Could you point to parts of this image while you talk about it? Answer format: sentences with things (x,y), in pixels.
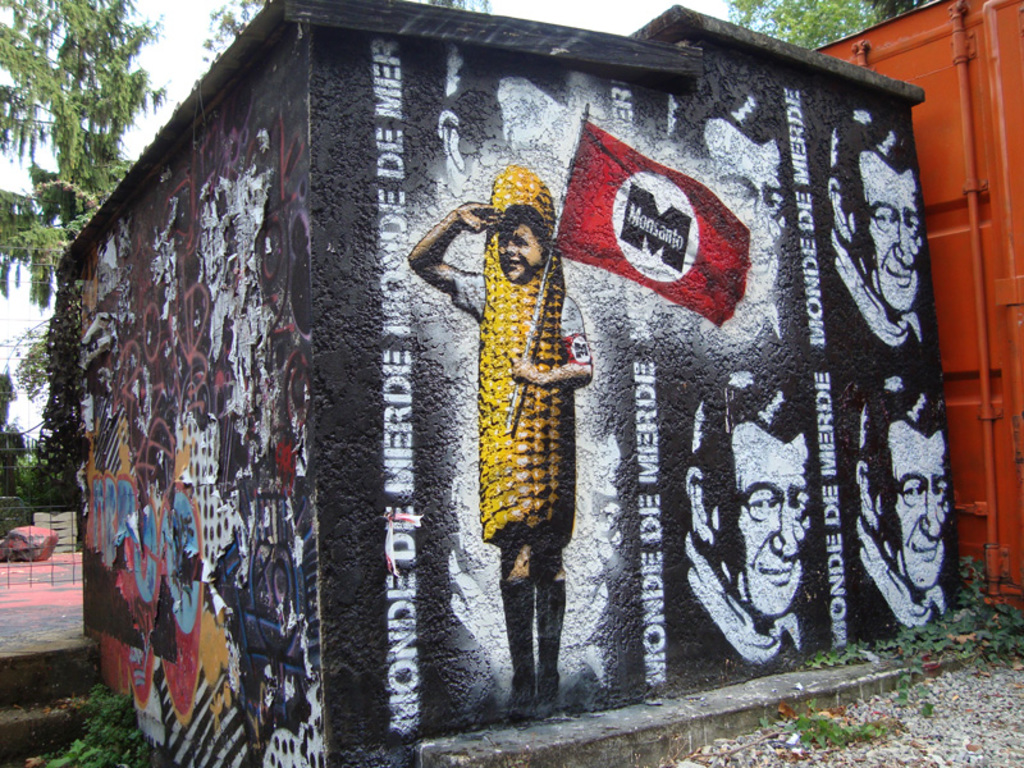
In this image we can see a shed (474,251) with painting (397,340) on the walls (742,374) and there is an object (986,187) looks like a container (945,106), there are few trees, railing (44,555), stairs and the sky (580,26) in the background (595,26).
